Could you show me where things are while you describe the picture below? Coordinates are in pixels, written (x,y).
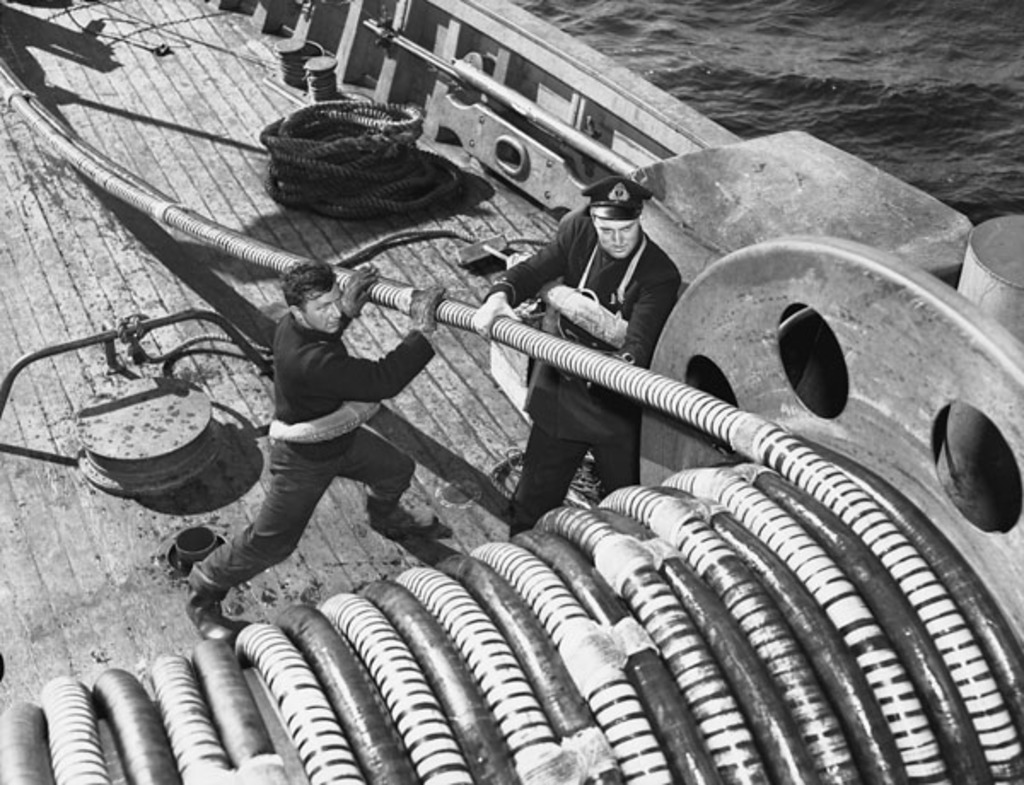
In this image I can see two persons (307,416) standing and holding a pipe (753,421) which is white and black in color. I can see they are in the boat (285,302) and I can see the rope (421,176), few lids (151,406) and few other objects (169,360) in the boat (434,137) and to the right top of the image (871,123) I can see the water (806,122).
